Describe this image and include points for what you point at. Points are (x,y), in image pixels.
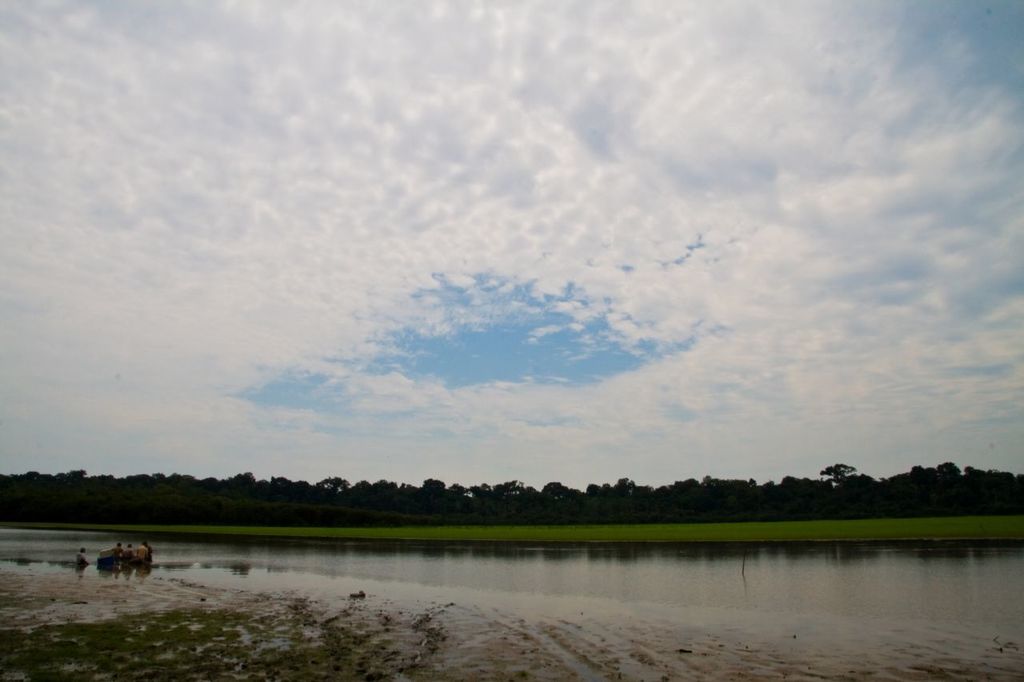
In the foreground of this image (770,649), there is mud (392,651), grass (314,654) and water (732,593). There are few persons (142,552) in the water (174,571). In the background (821,530), there is grass (795,532), trees (221,490), sky (493,356) and the cloud (528,114).
